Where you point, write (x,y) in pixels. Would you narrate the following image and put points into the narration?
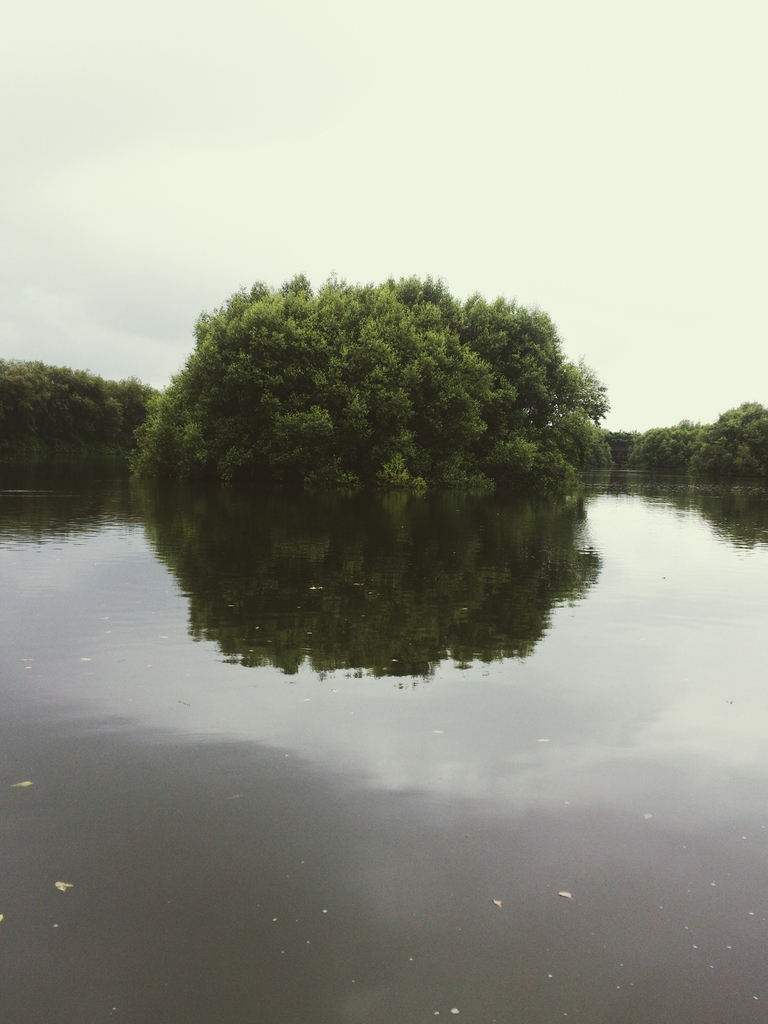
This picture is taken from the outside of the city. In this image, in the middle (417,343), we can see a tree (188,437). On the right side (757,453) and left side (13,438), we can see some trees (739,464) and plants (739,464). At the top (519,122), we can see a sky (433,150) which is cloudy, at the bottom (595,1001), we can see water (615,690) in a lake (679,642). In the water (427,685), we can see a mirror image (391,540) of a tree (417,380).
